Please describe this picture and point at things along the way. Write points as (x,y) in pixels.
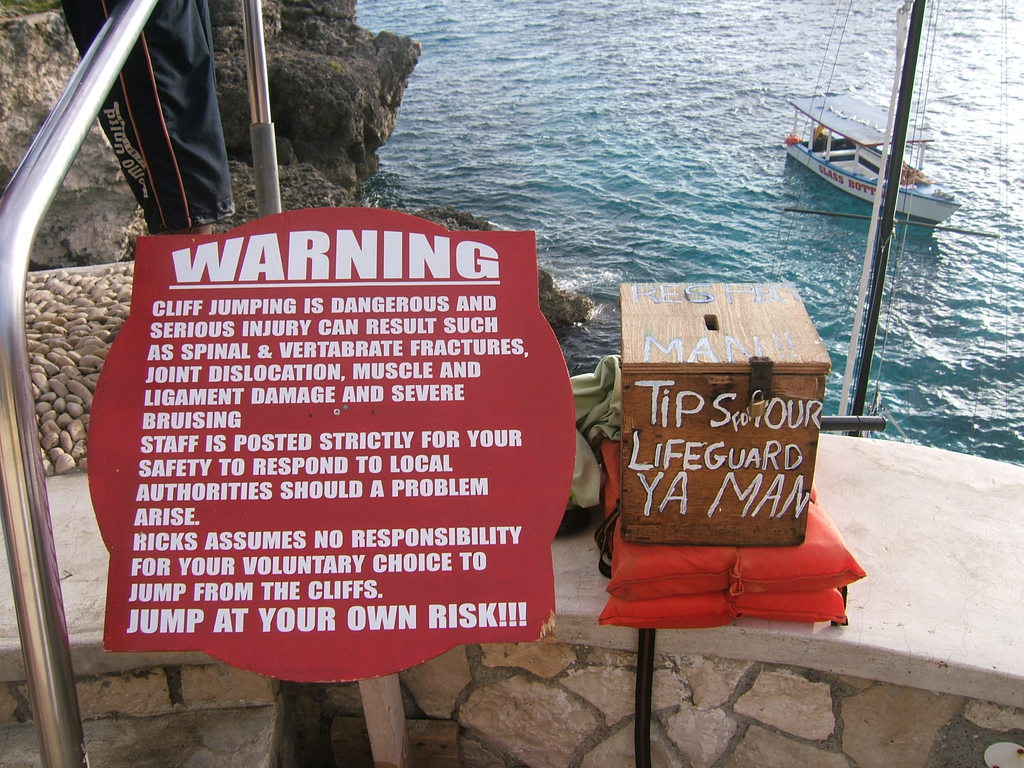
In this image we can see board (221,511), life jackets (714,555) and box (684,524) placed on the wall (72,586). In the background (74,222) we can see persons legs (136,169), hill (91,173), water (660,135) and boat (808,147).
